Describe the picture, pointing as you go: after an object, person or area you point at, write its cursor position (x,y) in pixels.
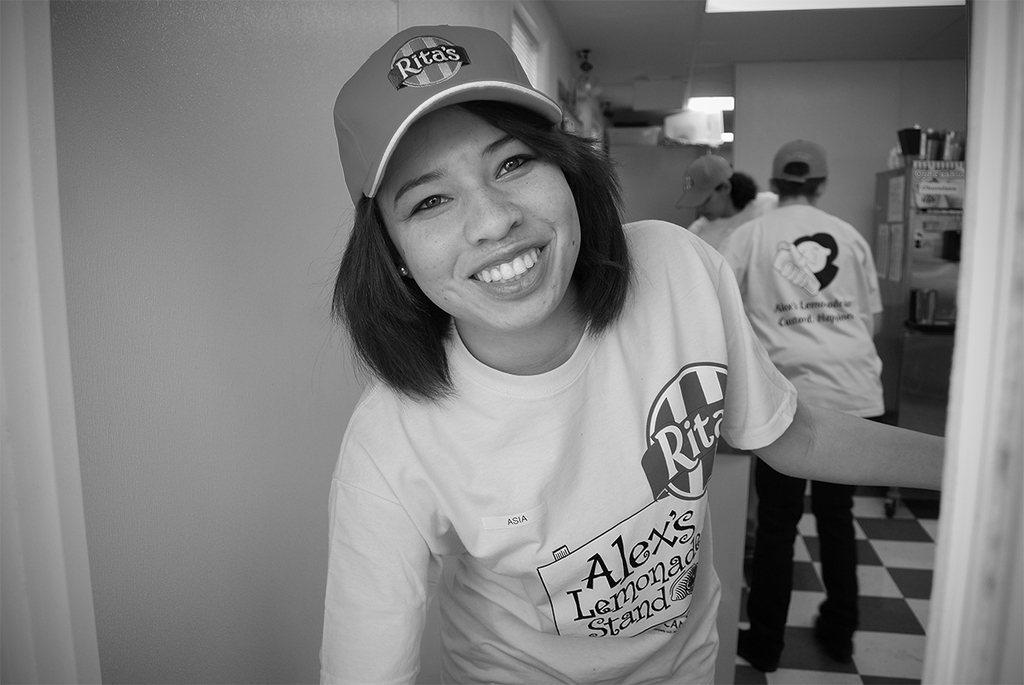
In the picture I can see people (713,432) standing on the floor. These people (704,320) are wearing caps (417,105). In the background (879,225) I can see a wall (873,199) and some other things (920,203). This image is black and white in color.
